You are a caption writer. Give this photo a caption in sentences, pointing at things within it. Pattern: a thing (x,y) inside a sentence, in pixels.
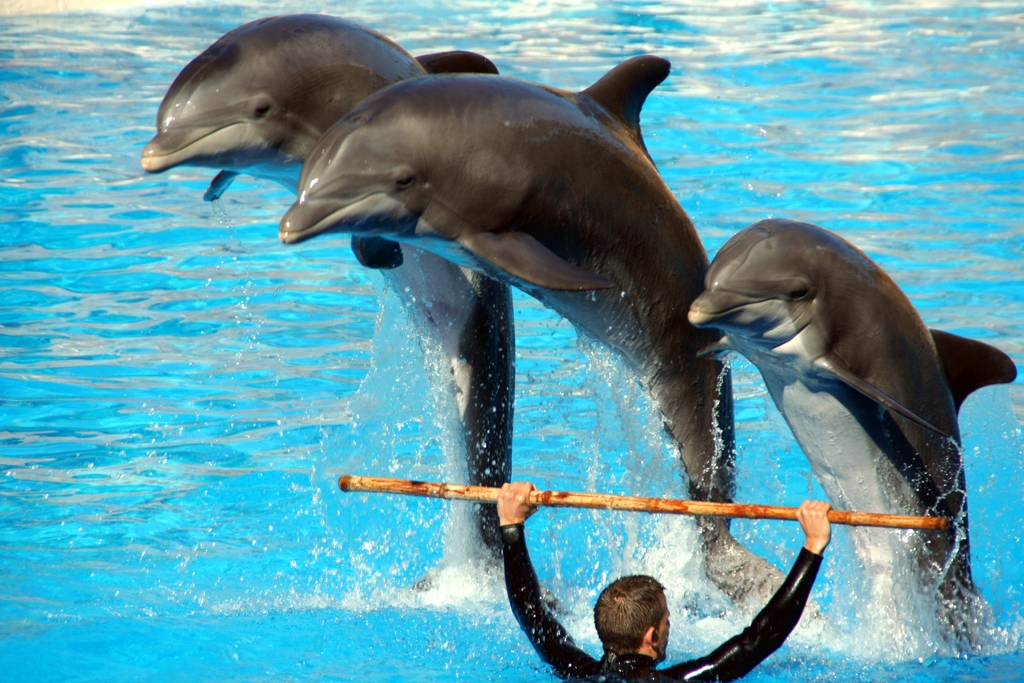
In this image we can see dolphins (847,332), water (232,356), and a person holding a stick (720,507) with his hands (826,528).
